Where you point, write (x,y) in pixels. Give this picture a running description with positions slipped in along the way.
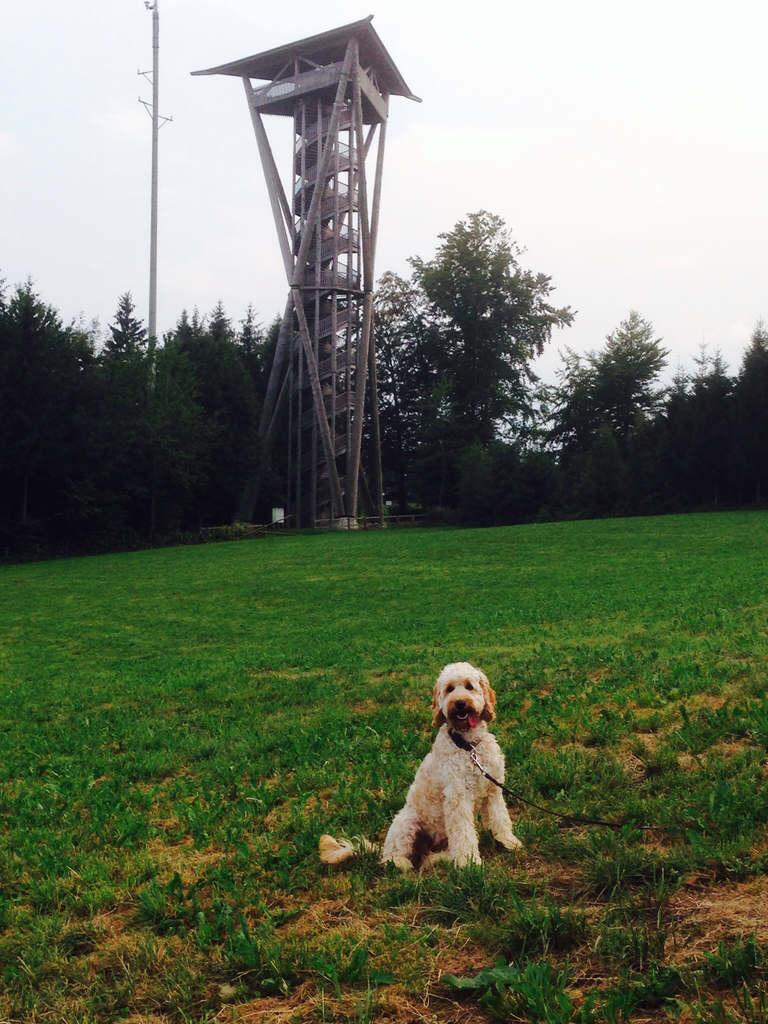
In this picture I can see a dog (472,785) at the bottom (442,799), in the middle (320,503) it looks like an iron frame (373,347) and there are trees (391,461). At the top (548,151) there is the sky (559,160).
